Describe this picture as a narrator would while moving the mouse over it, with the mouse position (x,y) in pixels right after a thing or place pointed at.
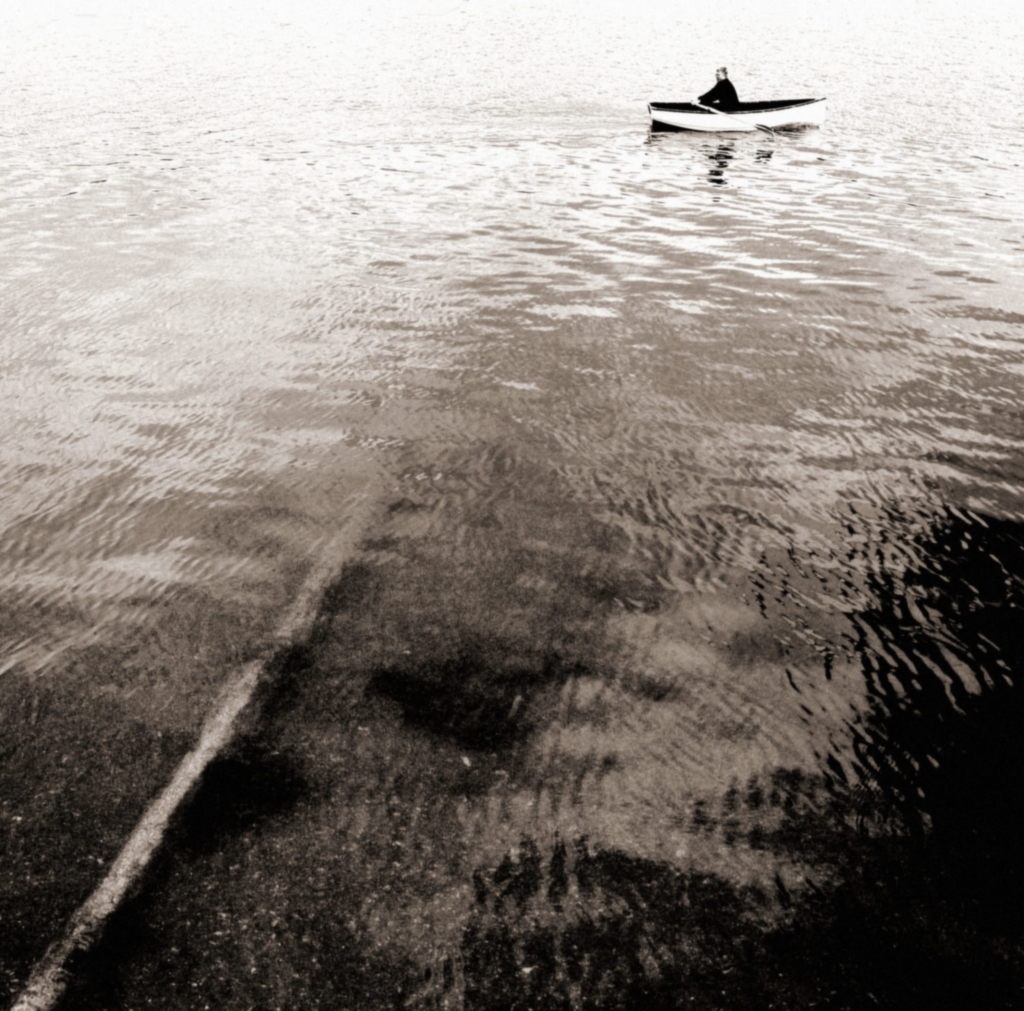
In this image there is water (756,309) and we can see a boat (704,118) on the water (744,147). There is a person (726,96) sitting in the boat (722,118).
